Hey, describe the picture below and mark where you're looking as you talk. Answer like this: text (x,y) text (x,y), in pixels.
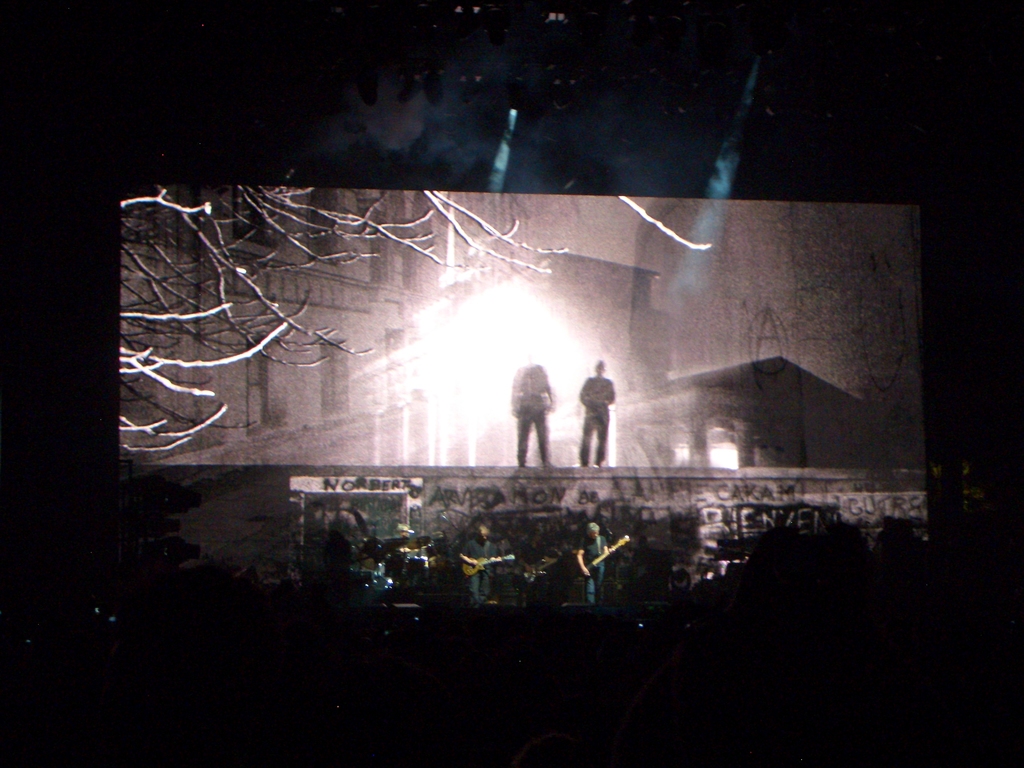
In this image, we can see two people (591,588) are holding guitar (500,561) and standing. The borders of the image, we can see the dark view. Here we can see some objects (399,574), musical instrument (390,569). Background (346,429) we can see the screen (418,430), two people (590,410), houses (851,459), tree (253,338) and wall (598,498).
